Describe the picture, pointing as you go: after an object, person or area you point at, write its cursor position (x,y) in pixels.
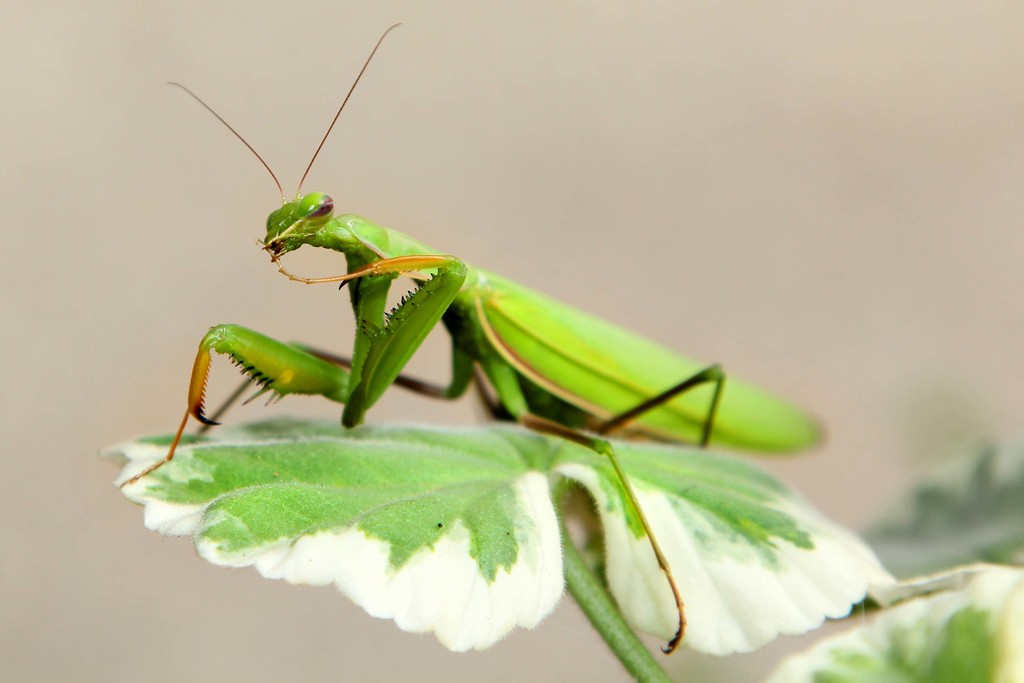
In this picture we can see an insect (379,325) on the leaf (363,519). Behind the insect (355,298), there is the blurred background (87,136).
